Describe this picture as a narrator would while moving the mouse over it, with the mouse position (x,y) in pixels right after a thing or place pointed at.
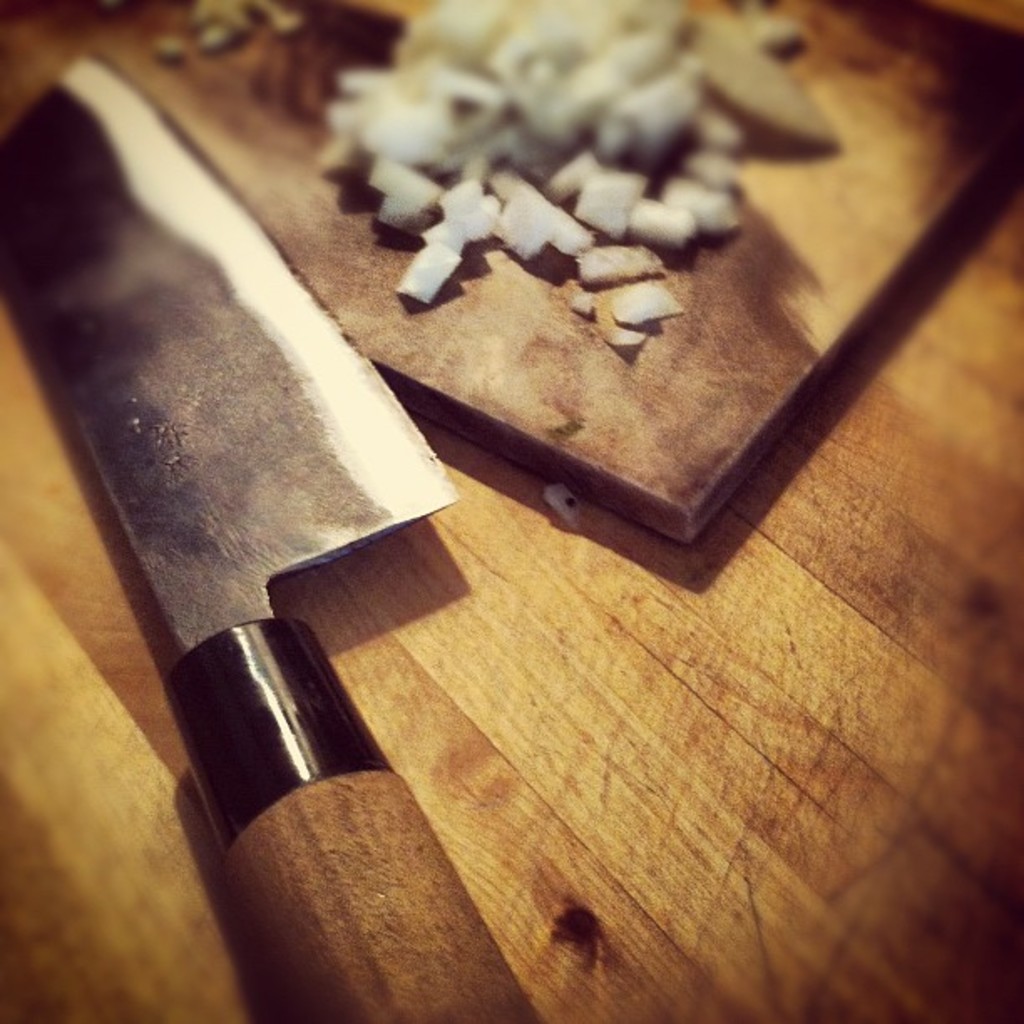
There is a knife (157,384) near some vegetable pieces (622,42) which are on the wooden plate (668,401) on the wooden table (601,722).
